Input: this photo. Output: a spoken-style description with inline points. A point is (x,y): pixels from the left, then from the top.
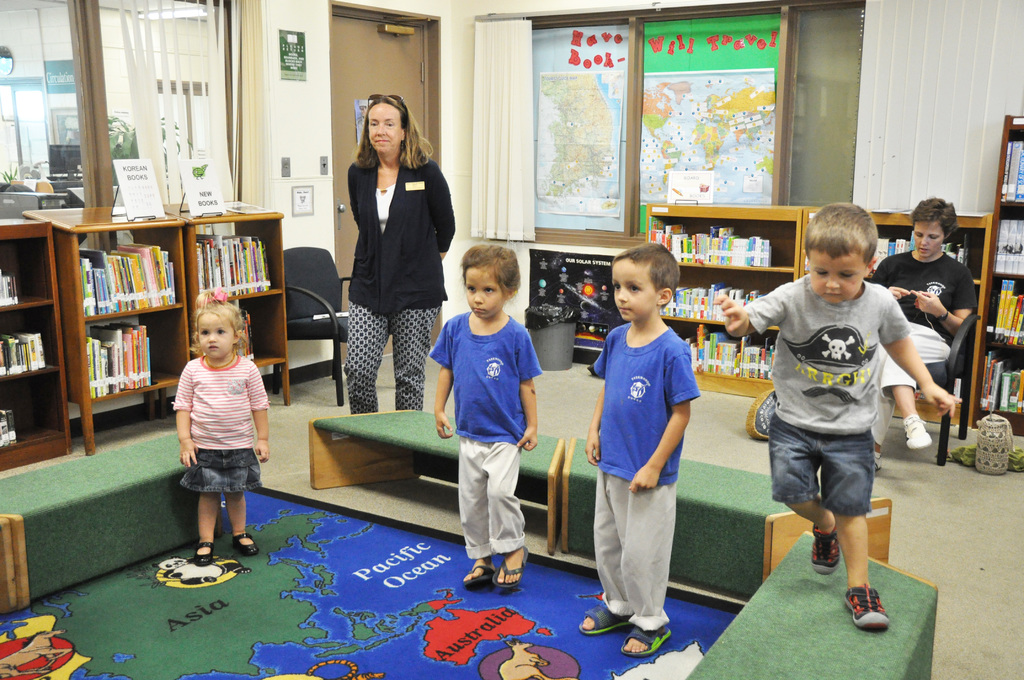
In this image I can see few people (497,428) with different color dresses (515,364). I can see one person (896,387) is sitting on the chair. To the left (77,327) there is a rack (77,327) and the books (165,278) inside it. I can also see two boards (139,207) on the rack (76,248). To the right (708,342) I can see few more racks (702,297) and the files (702,314) and objects (739,256) can be seen. There are two boards (653,163) and the papers (602,105) to the wall (283,143). I can also see the white color curtain (525,137). To the left (58,158) there is a window (100,152).
